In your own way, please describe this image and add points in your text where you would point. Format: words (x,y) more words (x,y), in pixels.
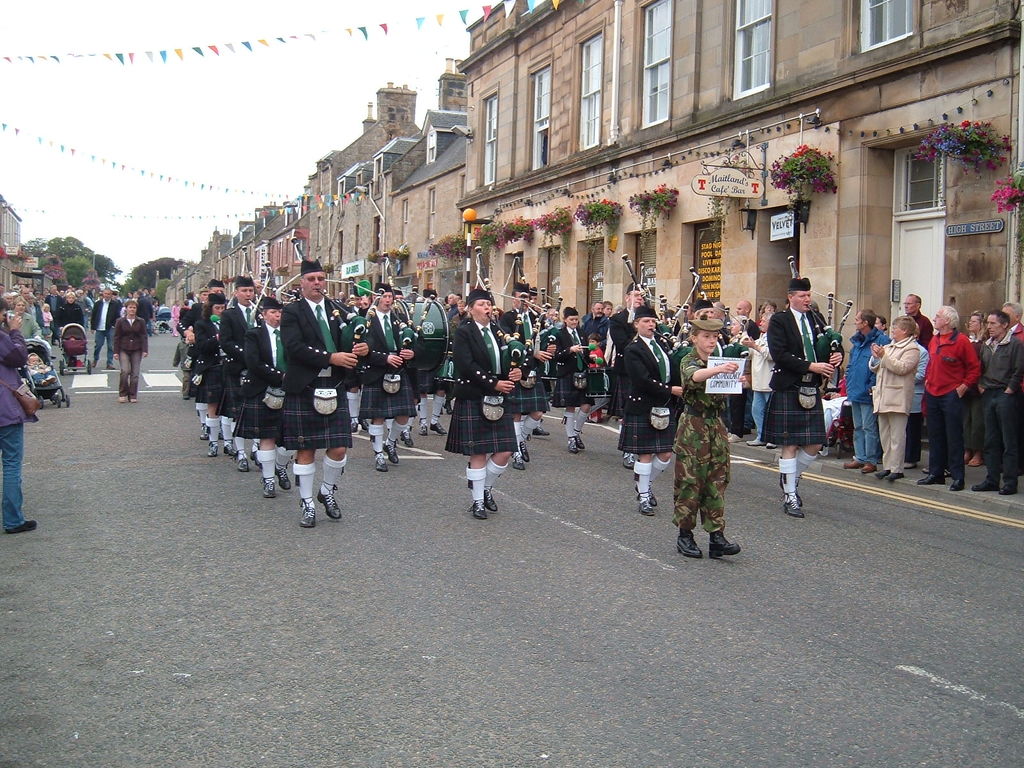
This picture few people (367,408) walking on the road (422,502) and holding musical instruments (594,381) and playing and we see a boy (696,377) holding a paper (712,390) in his hand (739,380) and he wore a cap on his head (714,346) and we see couple of baby trolleys (40,386) and few people (1017,356) are standing and watching and we see buildings (966,244) and few plants (636,209) and few color papers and a cloudy sky (274,151) and we see trees (155,282).
